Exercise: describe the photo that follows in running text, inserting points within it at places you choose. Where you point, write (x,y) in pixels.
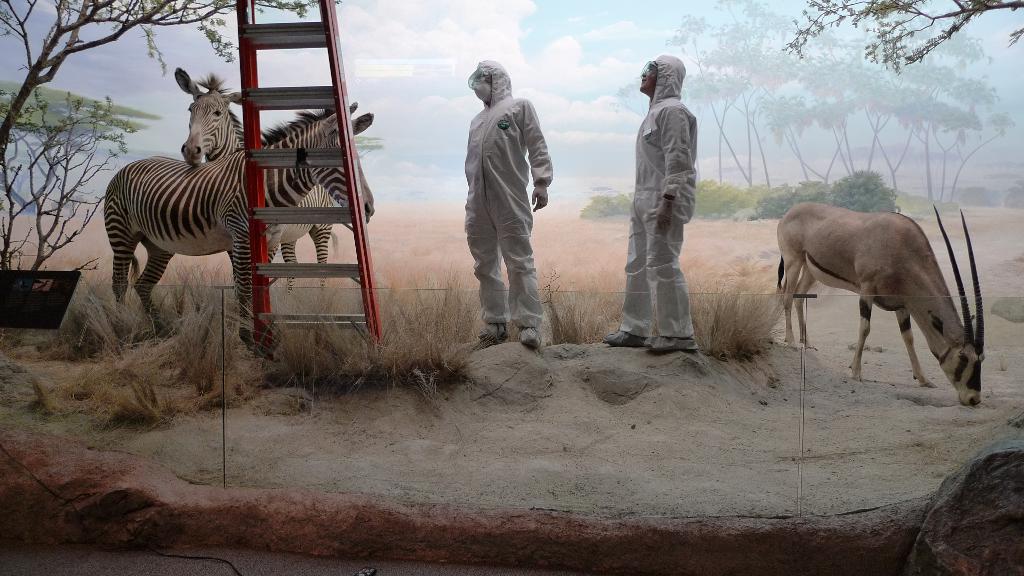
In this picture we can see two zebras (119,236) standing on the grass (125,323). One zebra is standing behind another zebra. We can see a plant (8,124) on the left (43,130) and right side (780,202). There is a ladder (298,221). We can see two people (532,308) wearing a costume (487,298) and standing on the path (1000,393). We can see an animal(antelope) (950,373) on the right side (938,365). Few trees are visible in the background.
